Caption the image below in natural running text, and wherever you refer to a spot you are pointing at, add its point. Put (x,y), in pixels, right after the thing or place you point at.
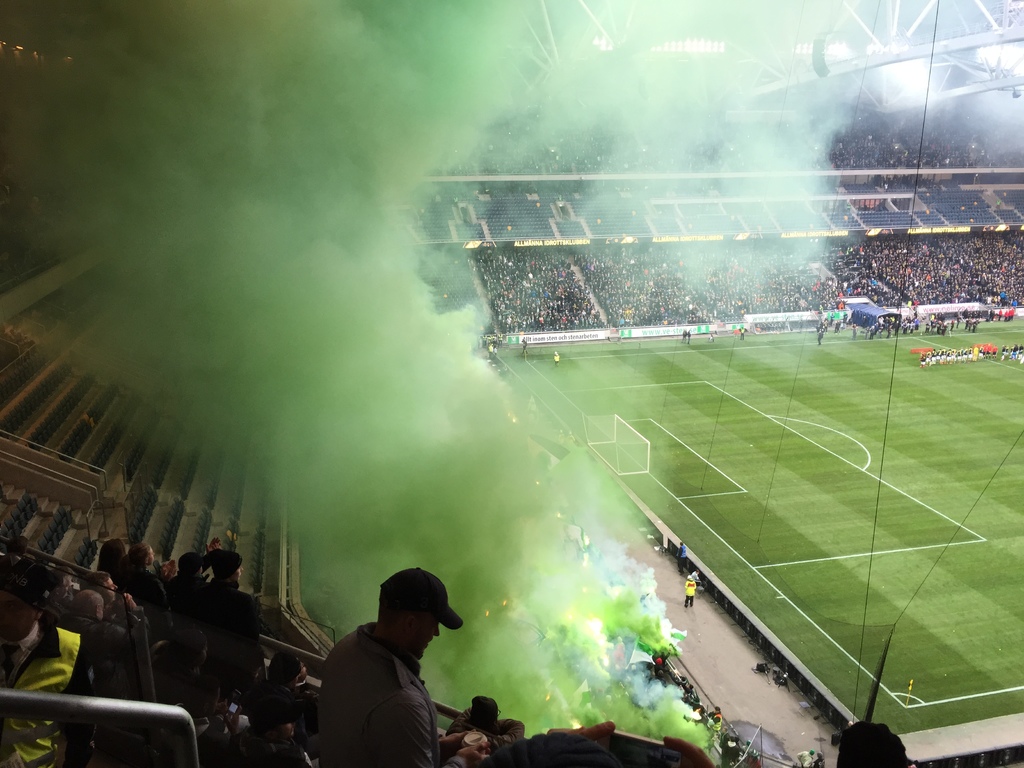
On the right side of the image (966,592) we can see the ground (830,631) and a group of people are standing. In the background of the image (958,23) we can see the smoke (381,351), stairs (218,470), rods (956,59) and a group of people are sitting on the stairs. At the bottom of the image (732,683) we can see the path (732,651).
